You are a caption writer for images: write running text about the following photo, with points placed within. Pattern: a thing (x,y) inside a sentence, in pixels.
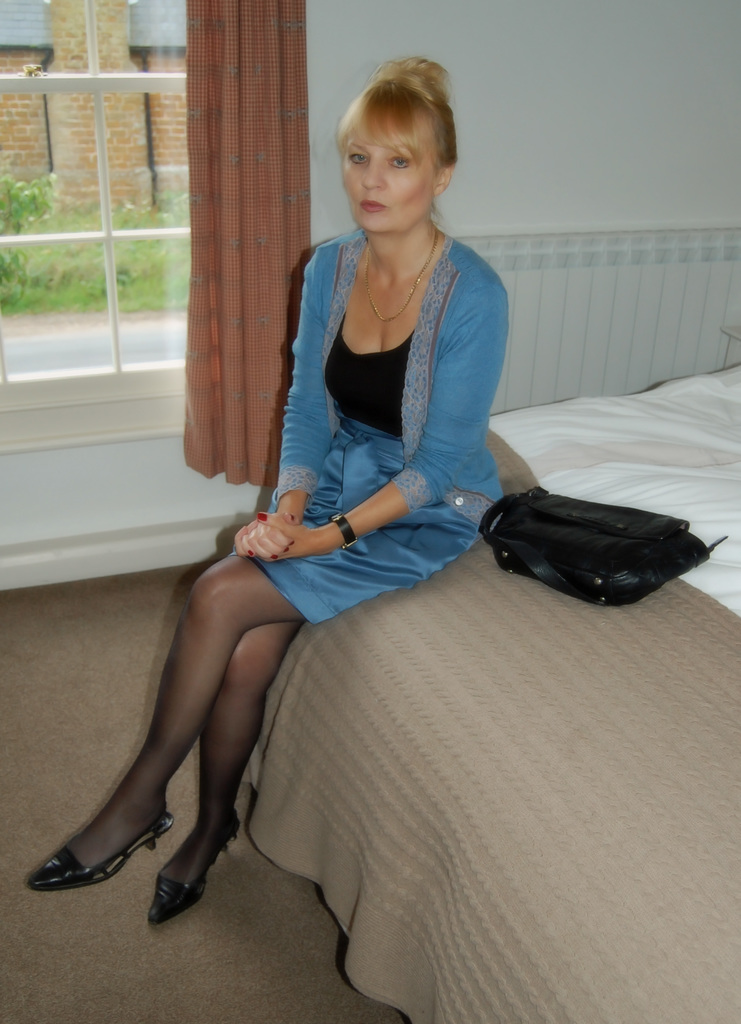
The picture is taken in a closed room (357,804) where one woman (329,545) wearing a blue dress (420,521) and shoes (234,836) is sitting on the bed (539,648) and beside her there is a bag (553,576) and behind her there is a window (156,382) with curtain (216,220) and outside of the window (95,281) there are some plants (54,263) and building (133,36).
